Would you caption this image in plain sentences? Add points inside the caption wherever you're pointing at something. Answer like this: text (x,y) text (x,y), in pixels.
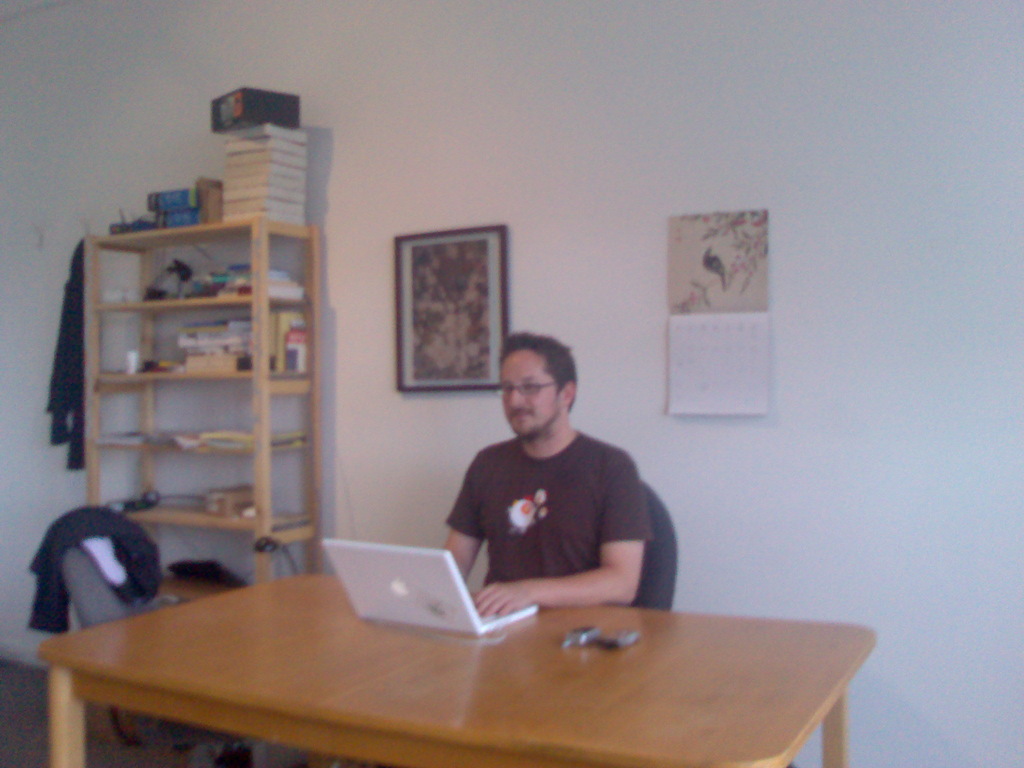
In the picture we can see a man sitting in the chair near the table (793,652) and working on the laptop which is on the table (779,648) and in the background (196,150), we can see a wall (963,441) with some photo frame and a calendar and some picture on it and just besides, we can see a rack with a book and some things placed in it and beside the table (799,668) we can see another chair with some clothes (147,591) on it.
